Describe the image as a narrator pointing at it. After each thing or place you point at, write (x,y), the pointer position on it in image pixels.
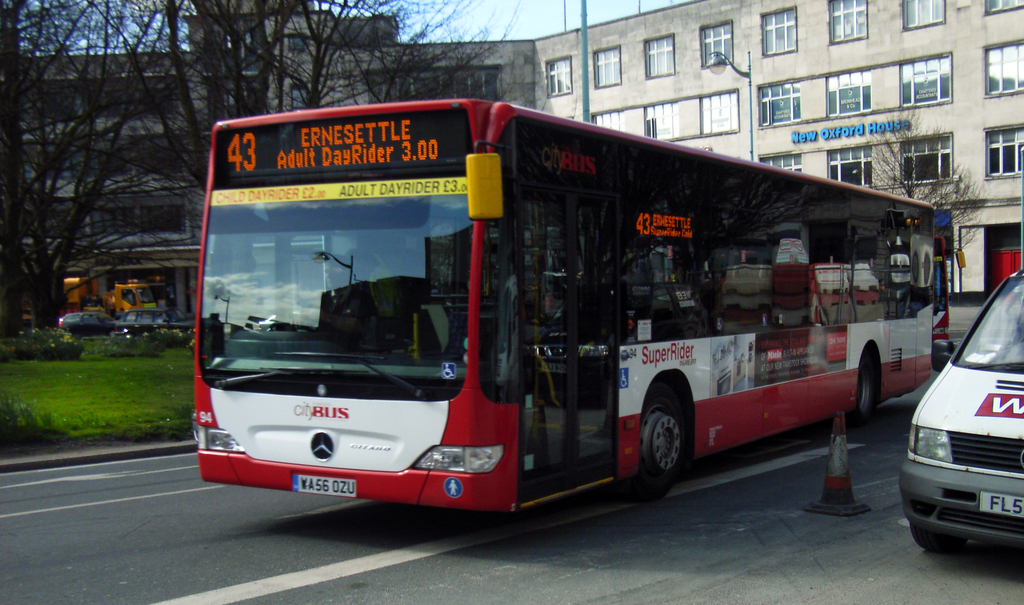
In this image we can see a bus (527,315) on the road (464,578) and we can also see some vehicles (963,411) on the road (911,543). In the background (847,168), we can see a building (541,91) and we can also see some trees (220,78), plants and grass (102,367) on the ground (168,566). We can also see the sky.
